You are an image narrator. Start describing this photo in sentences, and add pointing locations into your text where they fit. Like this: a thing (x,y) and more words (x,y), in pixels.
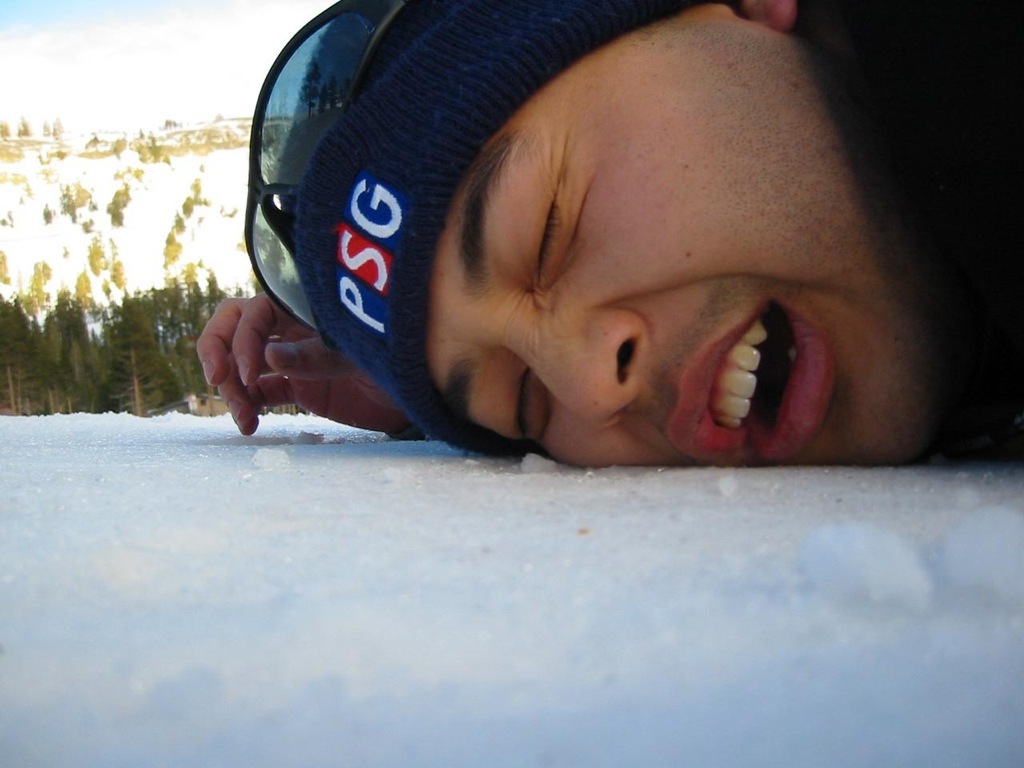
In this picture we can see a person face (687,239) on snow (614,490). In the background of the image (183,315) we can see trees (175,246) and sky (186,73).
